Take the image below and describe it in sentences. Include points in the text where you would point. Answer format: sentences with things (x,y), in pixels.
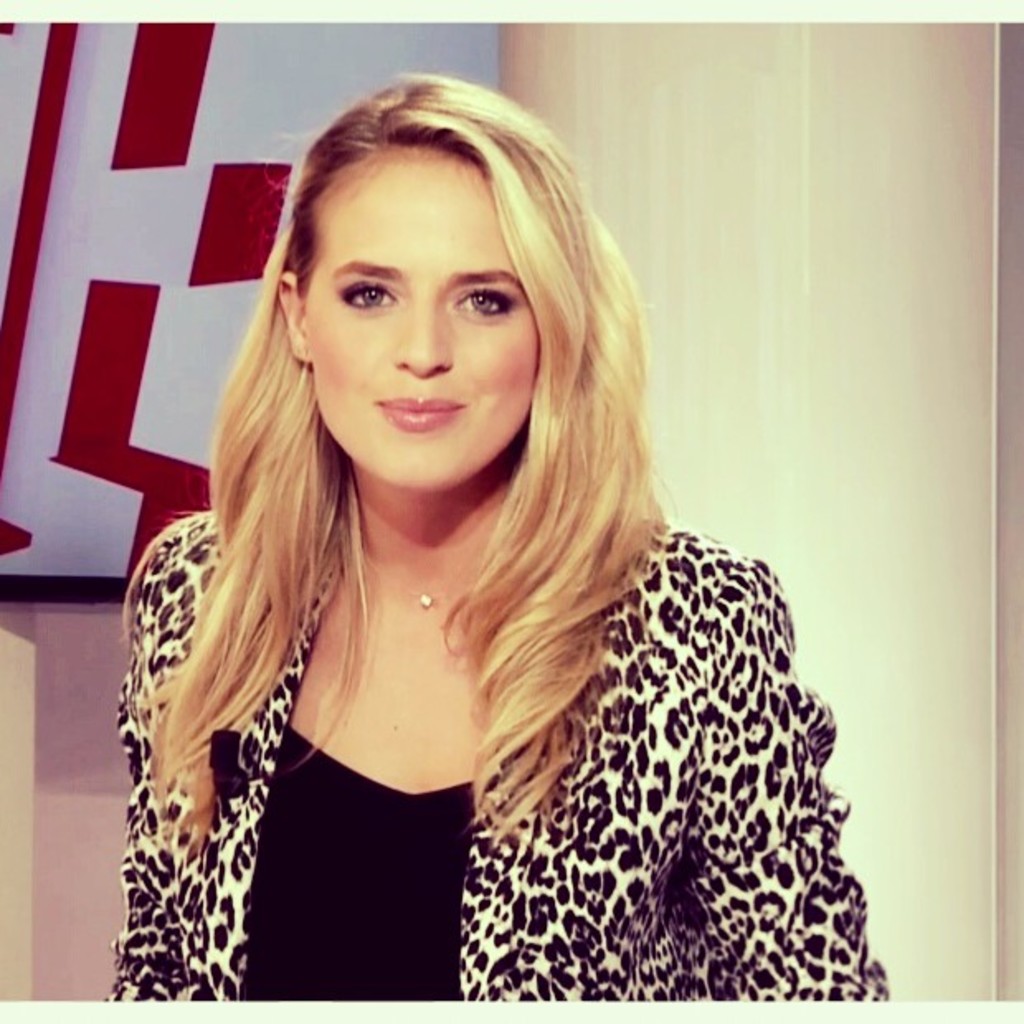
In the picture we can see a young woman (331,813) standing and she is with shirt (710,742) and black T-shirt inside and in the background (853,801), we can see a wall (970,812) and beside it we can see some red lines (112,459) pointing to it.
